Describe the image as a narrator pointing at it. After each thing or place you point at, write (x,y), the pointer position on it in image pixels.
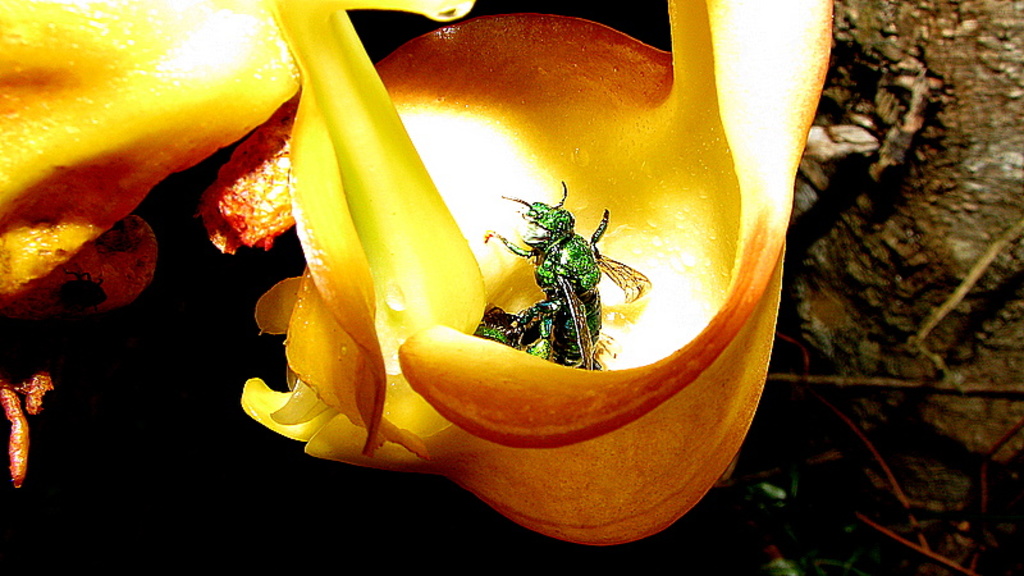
In the middle of this image (556,211), there is an insect (568,248) on a petal (599,94) of a yellow color flower (501,188). And the background (846,46) is dark in color.
